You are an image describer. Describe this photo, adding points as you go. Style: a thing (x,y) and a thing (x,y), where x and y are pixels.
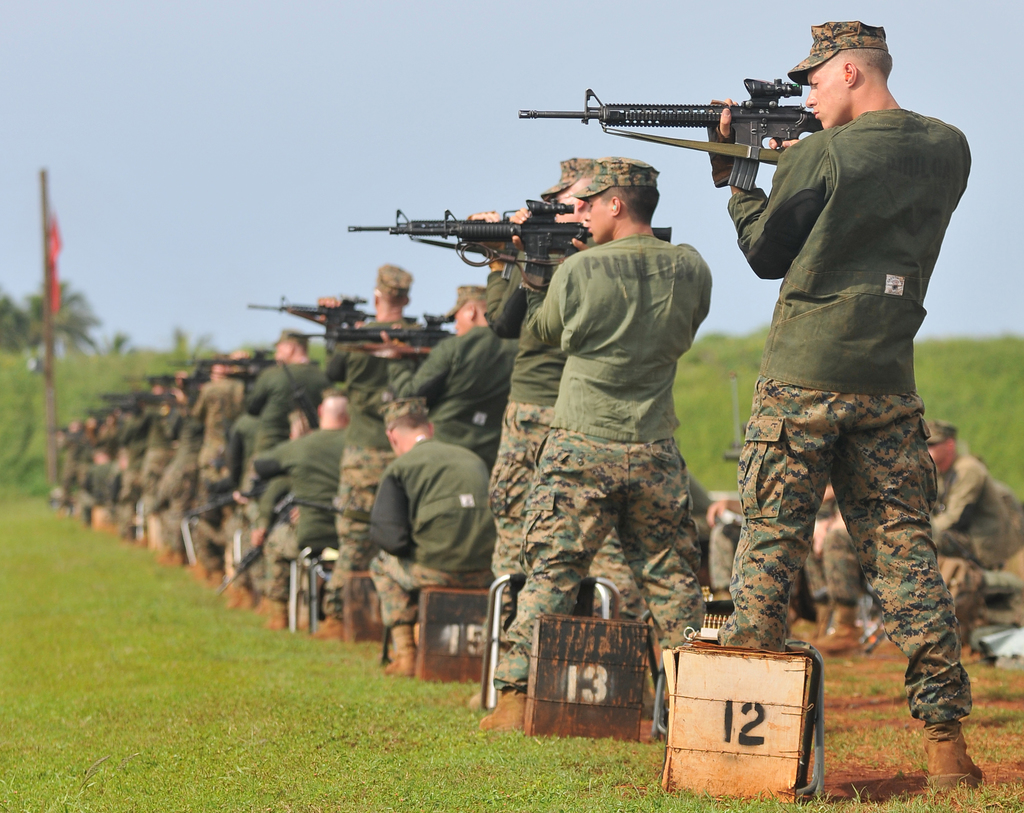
On the right side (880,395), there are persons (890,419) in uniform (488,301), holding guns (748,117). Some of them are sitting and the rest of them are standing on the ground (95,549), on which there is grass (127,714) and there are boards (603,621) arranged. In the background (23,422), there is a pole (44,284), there are trees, plants (978,365) and there are clouds (207,100) in the sky (582,3).
